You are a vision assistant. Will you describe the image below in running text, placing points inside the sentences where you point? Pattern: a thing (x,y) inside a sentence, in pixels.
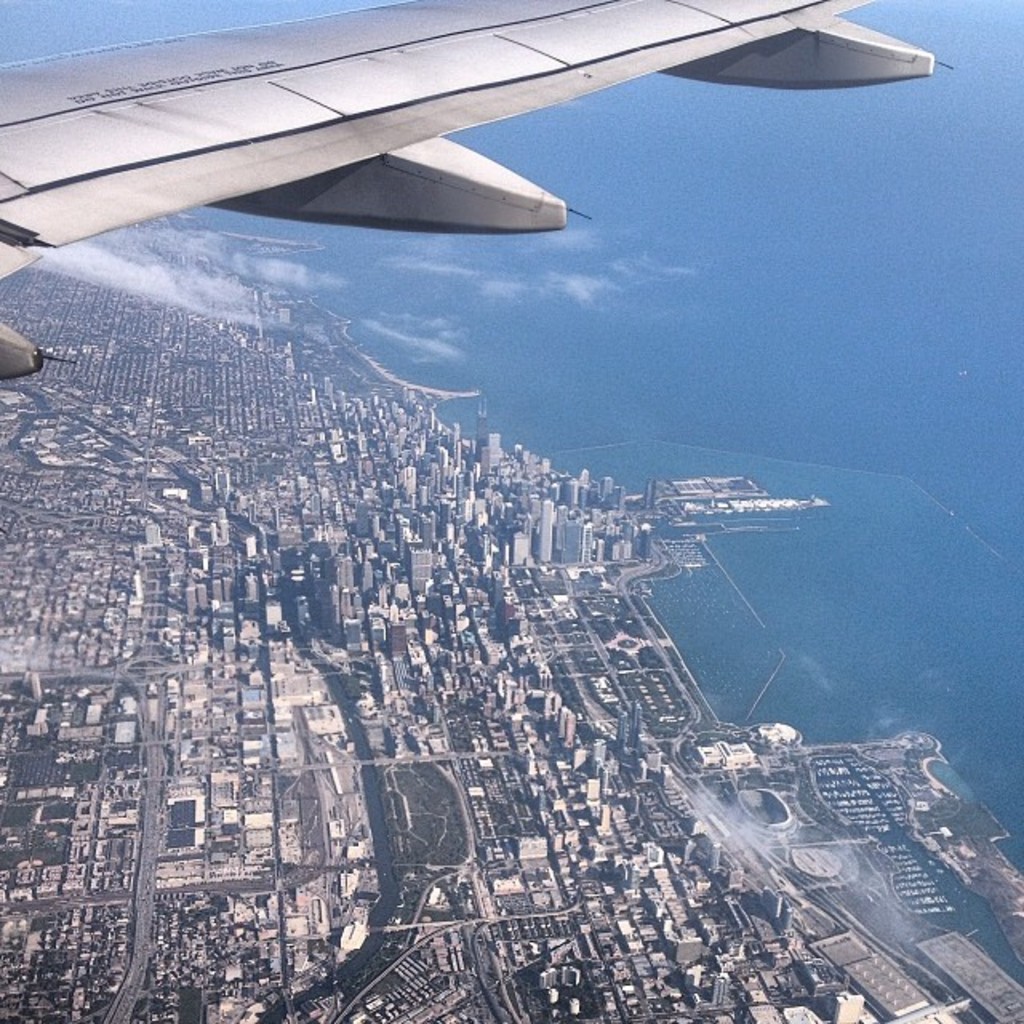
In this image we can see there is an airplane (359,90) in the sky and at the bottom (279,707) there are buildings (401,704).
